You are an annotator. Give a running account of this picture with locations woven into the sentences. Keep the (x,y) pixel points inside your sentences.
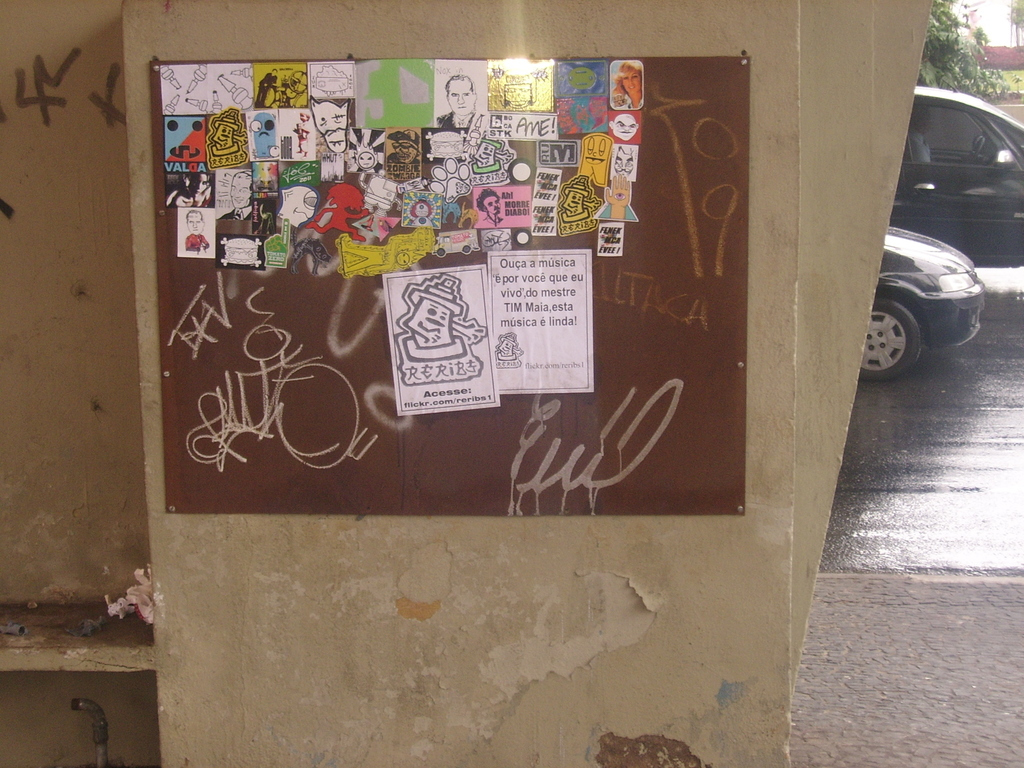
In this image we can see a wall (818,165) with a board (338,415) and we can see some pictures (358,67) and posters (390,66) with the text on the board (730,387). There are two vehicles (985,148) on the right side of the image (968,179) and we can see the trees (989,71).
